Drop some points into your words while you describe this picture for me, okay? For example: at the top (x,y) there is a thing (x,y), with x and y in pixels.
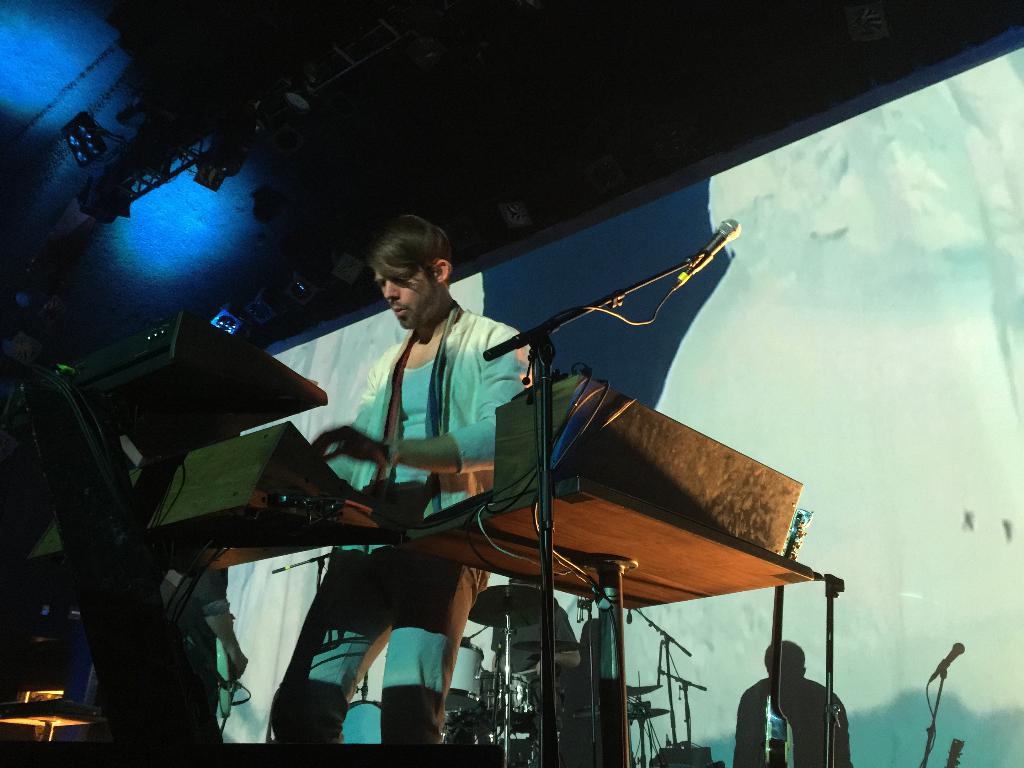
In this image in the center (402,411) there is one person (337,702) who is standing, in front of him there are some keyboards (649,486) mike (547,595) and some music systems (614,471) and wires (599,584). And in the background (750,700) there is a screen (966,413) and on the screen (897,682) we could see a reflection (742,713) of some persons (754,702) and mikes (939,694) and a guitar (791,535). In the background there are some lights (265,205) and some objects (203,171).
